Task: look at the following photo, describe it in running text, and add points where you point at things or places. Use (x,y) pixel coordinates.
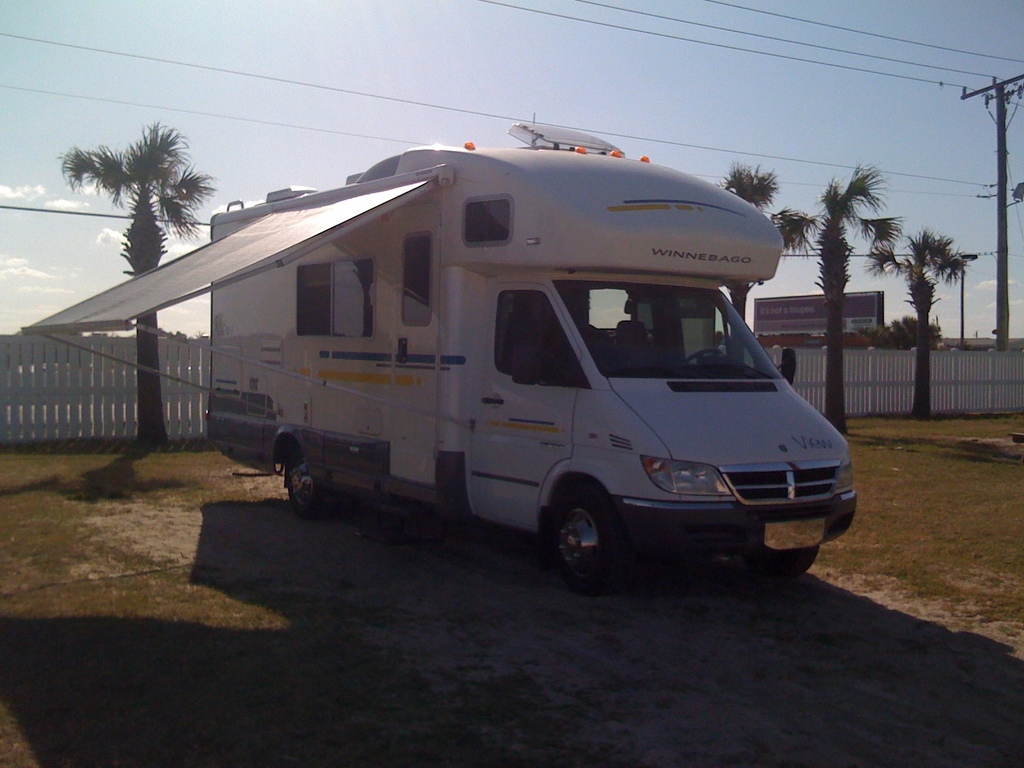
This image is taken outdoors. At the bottom of the image (194,648) there is a ground (836,643) with grass (869,523) on it. At the top of the image (193,96) there is the sky (345,102) with clouds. On the right side of the image (1006,343) there is a pole (1000,156) with a few wires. In the background (923,322) there are a few trees (804,212). There is a board (786,300) with a text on it and there is a wooden fence (73,368). In the middle of the image (408,381) a van (388,313) is parked on the ground (694,579).
